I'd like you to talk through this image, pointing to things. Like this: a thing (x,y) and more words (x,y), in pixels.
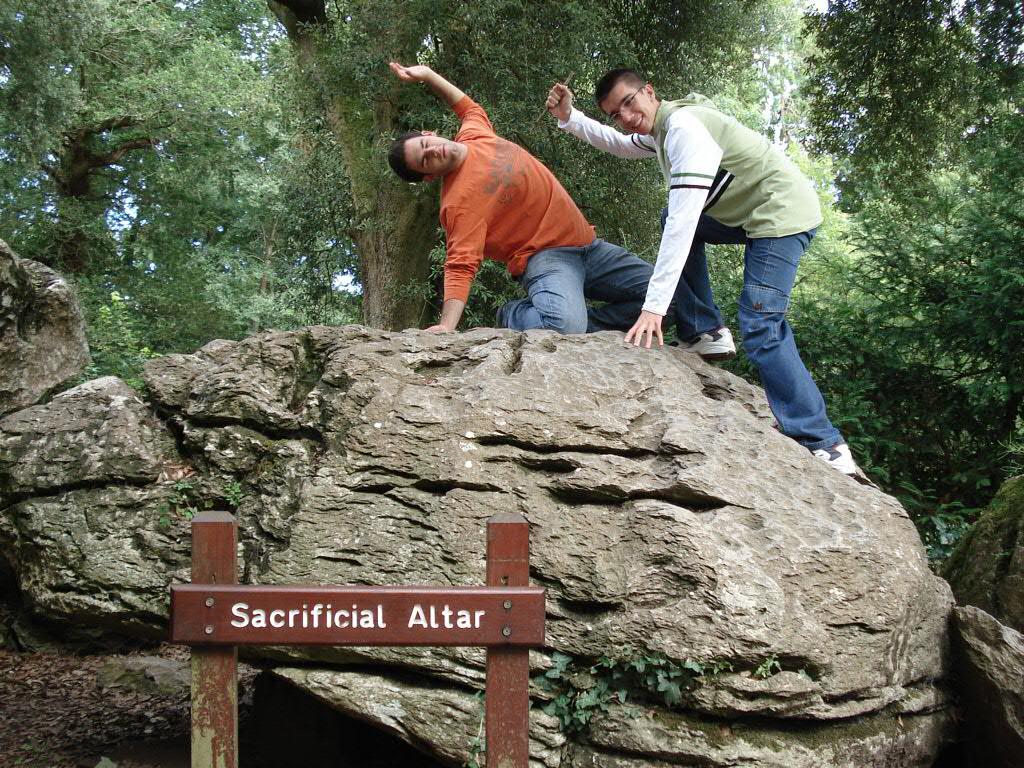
In this image we can see two men (699,355) on the rock (373,541). We can also see a wooden sign (327,597) with some text (369,629) on it, a group of trees (417,258) and the sky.
